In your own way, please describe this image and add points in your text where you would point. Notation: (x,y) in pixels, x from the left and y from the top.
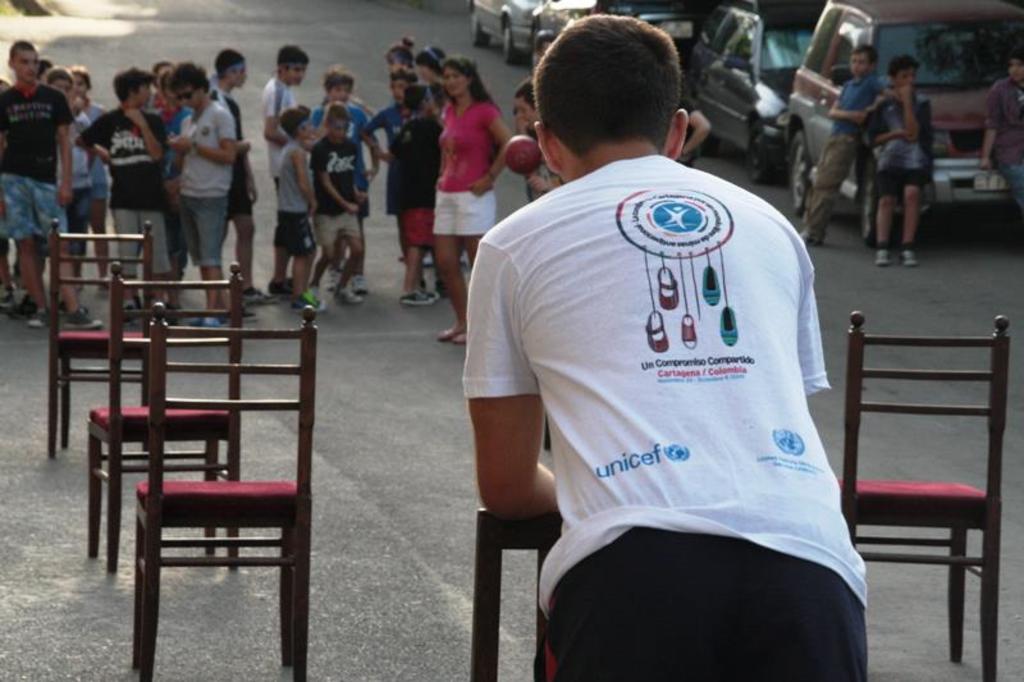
This image consists of many persons (207,173) standing on the road (255,437). And there are chairs (158,474) kept on the road (74,481). To the right (839,79), there are cars (561,9) parked. At the bottom (404,578), there is a road (366,581).
